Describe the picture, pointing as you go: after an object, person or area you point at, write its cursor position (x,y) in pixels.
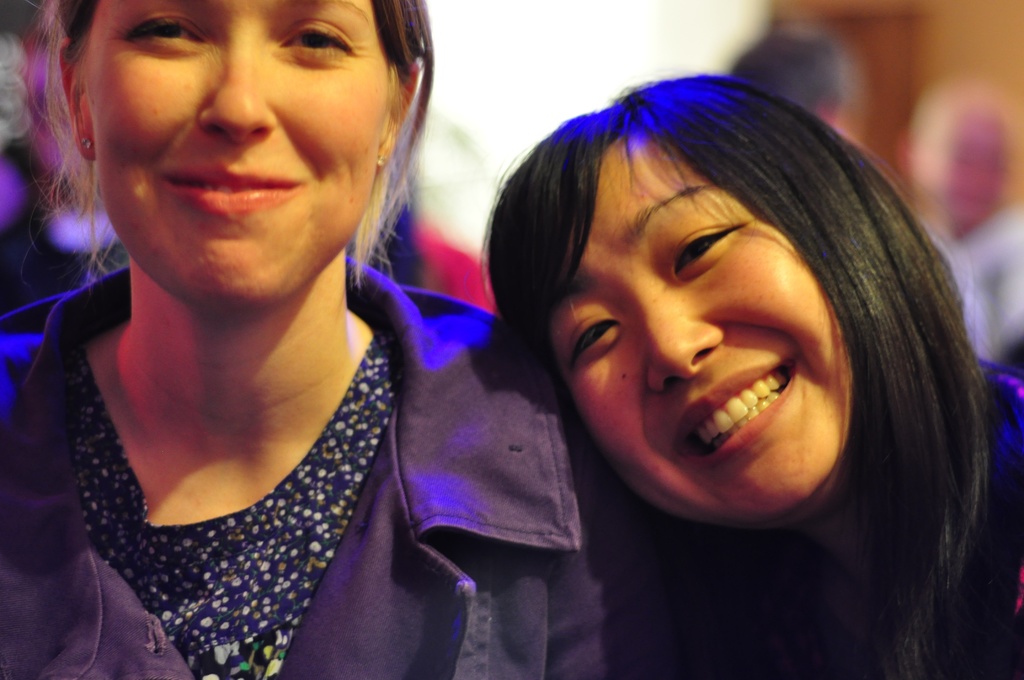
in this image in the front (363,309) there are persons (544,335) smiling and the background (1006,114) is blurry.
